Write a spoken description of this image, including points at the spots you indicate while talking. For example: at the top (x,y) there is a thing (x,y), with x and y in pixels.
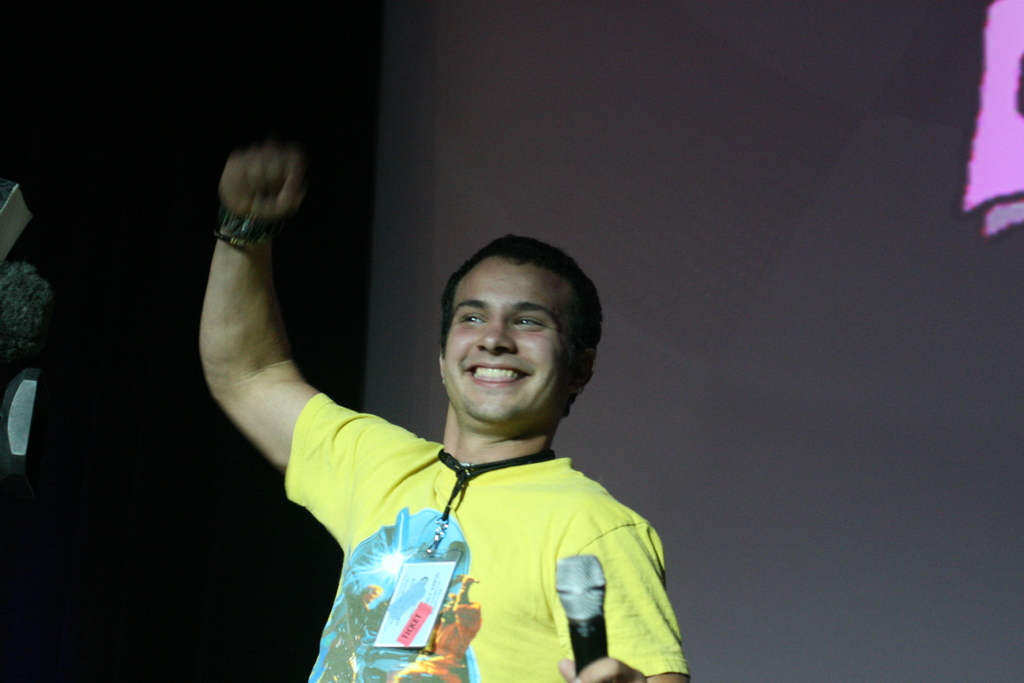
In this picture, we see a man (486,491) in the yellow T-shirt (471,507) is standing. He is smiling. He is holding a microphone (600,592) in his hand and he is raising his hand (248,168). Behind him, we see a white wall (804,324). On the left side (10,206), we see some objects (33,435). Behind that, we see a wall (164,325) or a door (160,570) in black color. In the right top (1010,20), we see an object (992,151) in pink color.
